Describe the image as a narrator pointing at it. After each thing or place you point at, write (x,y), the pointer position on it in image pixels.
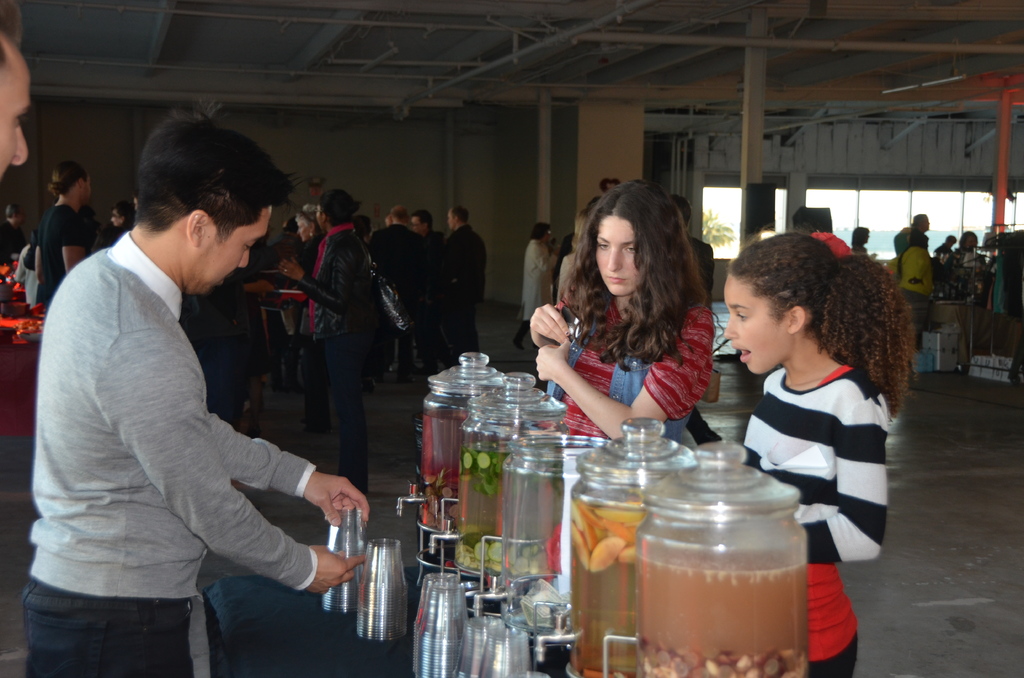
In this picture I can see there is a man (256,482) standing and holding a glass (359,517) in his hands (323,581) and on to right side (688,372) there are two women (849,428) standing and there are some juice jars (551,522) placed here on the table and in the backdrop (404,255) there are people (572,266) standing wearing black dresses (399,240) and there is a wall (406,118).
